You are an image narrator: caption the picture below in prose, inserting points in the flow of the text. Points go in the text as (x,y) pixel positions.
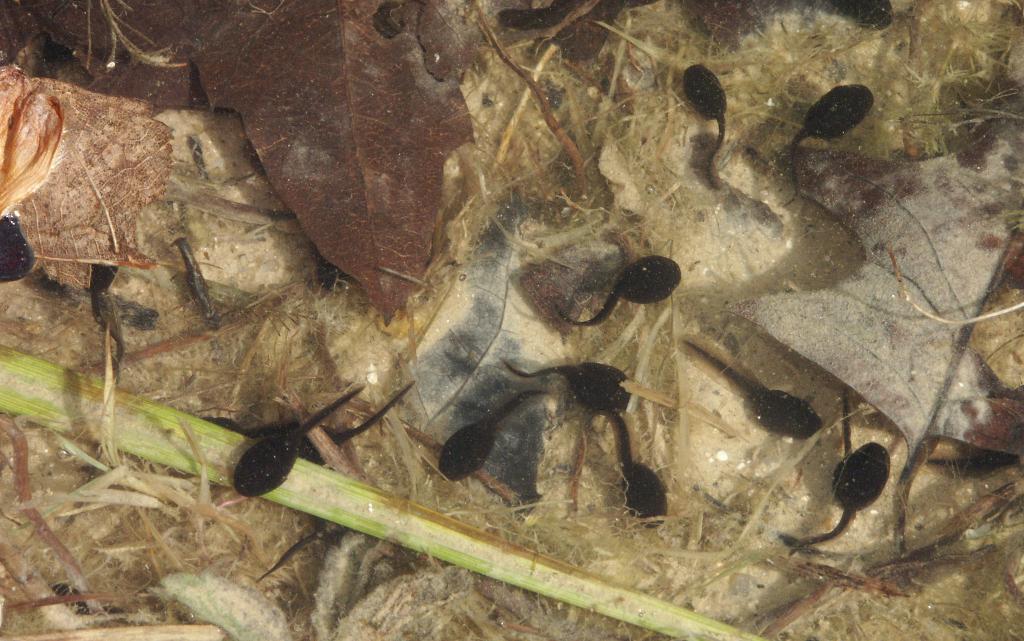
In this image we can see group of tadpoles (539,396) and some dried leaves (249,140) on the floor (34,470).
